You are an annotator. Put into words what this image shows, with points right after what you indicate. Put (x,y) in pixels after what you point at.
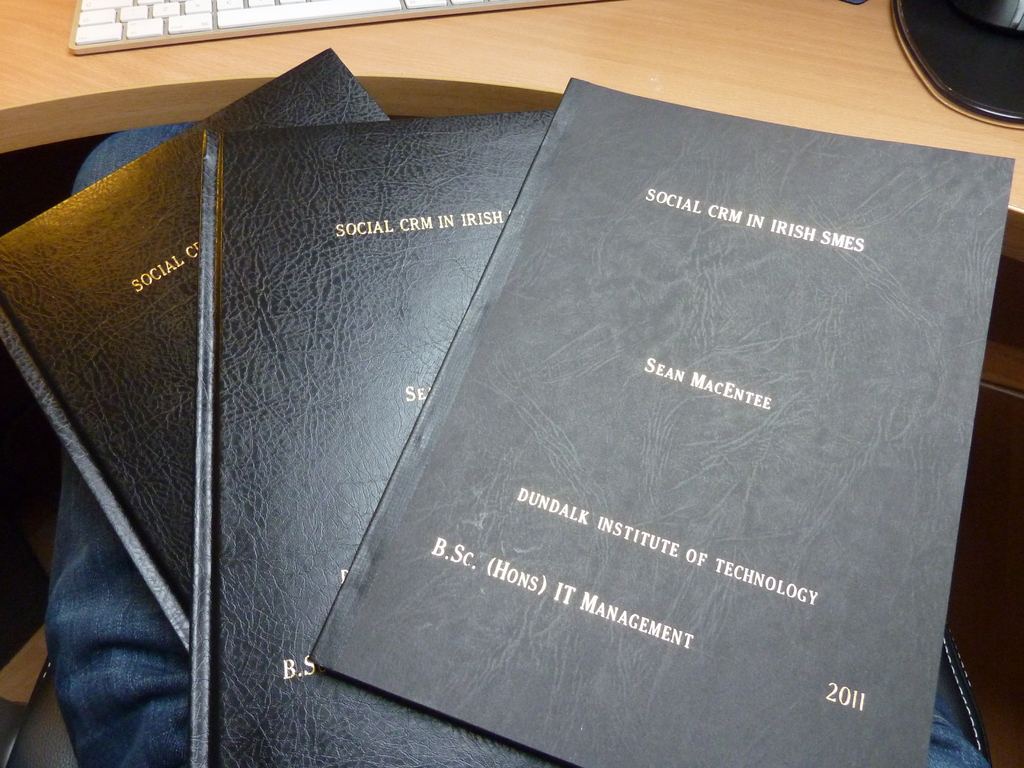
In this image I can see few books (555,305) in black color. I can see the keyboard (179,39) and few objects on the brown color table (790,81).
